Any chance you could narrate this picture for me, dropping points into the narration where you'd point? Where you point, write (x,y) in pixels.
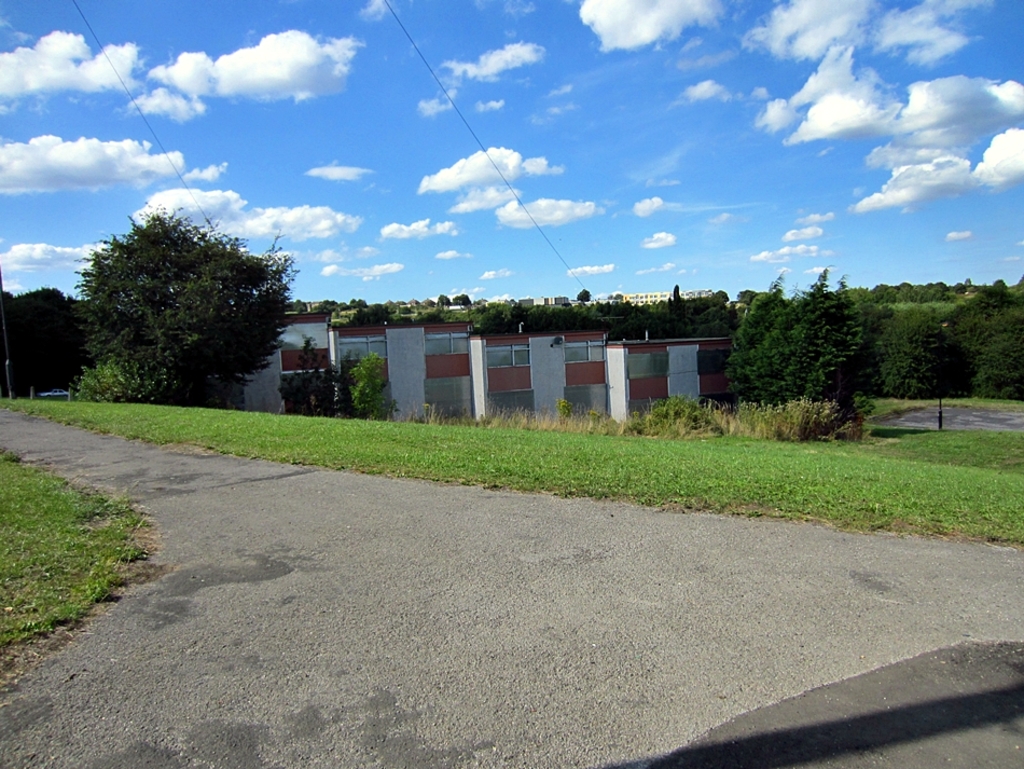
This is an outside view. At the bottom of the image (265,589) I can see a road (193,539), on both sides of the road (167,454) there is grass (105,496). In the background (410,355), I can see some trees (395,306) and buildings (580,347). On the top of the image (523,140) I can see the sky (317,136) and clouds (288,76).
